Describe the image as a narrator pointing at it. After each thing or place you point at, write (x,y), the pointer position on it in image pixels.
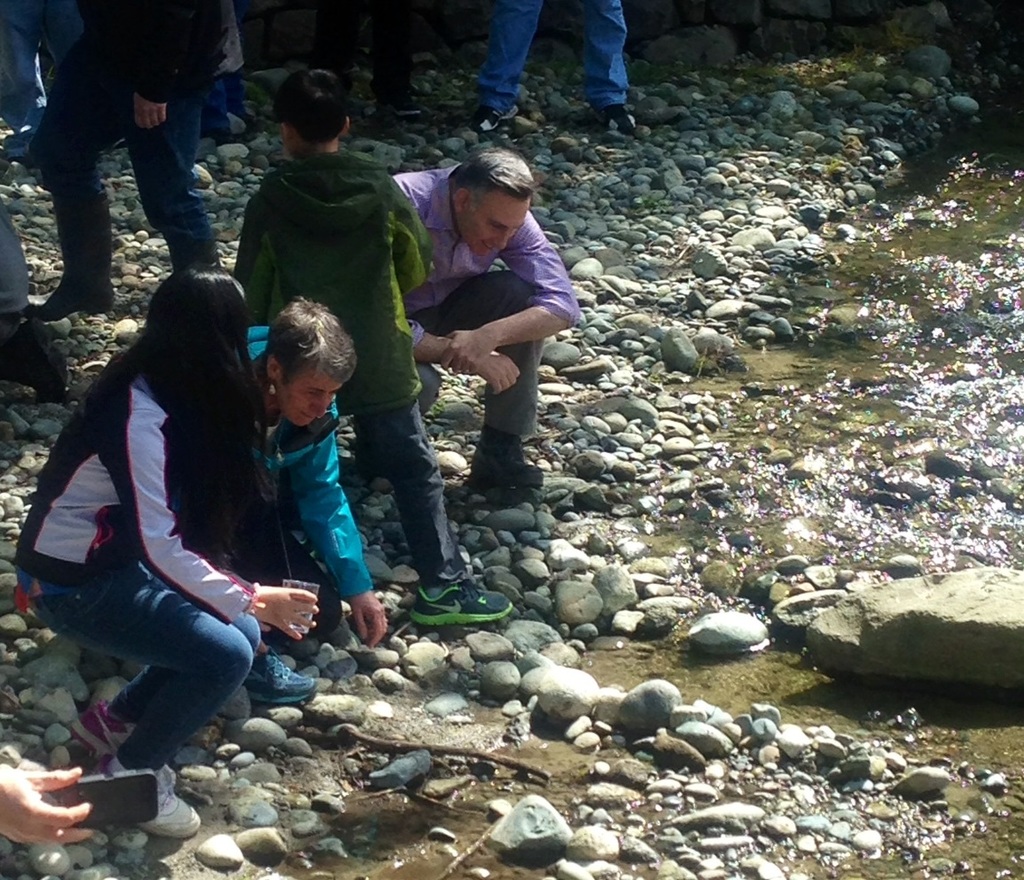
On the left side (164,439) there are few people (158,174). Few (272,452) are sitting, few (326,77) are standing. On the right side (946,242), I can see the water (812,451) and stones (668,562) on the ground (669,743).
